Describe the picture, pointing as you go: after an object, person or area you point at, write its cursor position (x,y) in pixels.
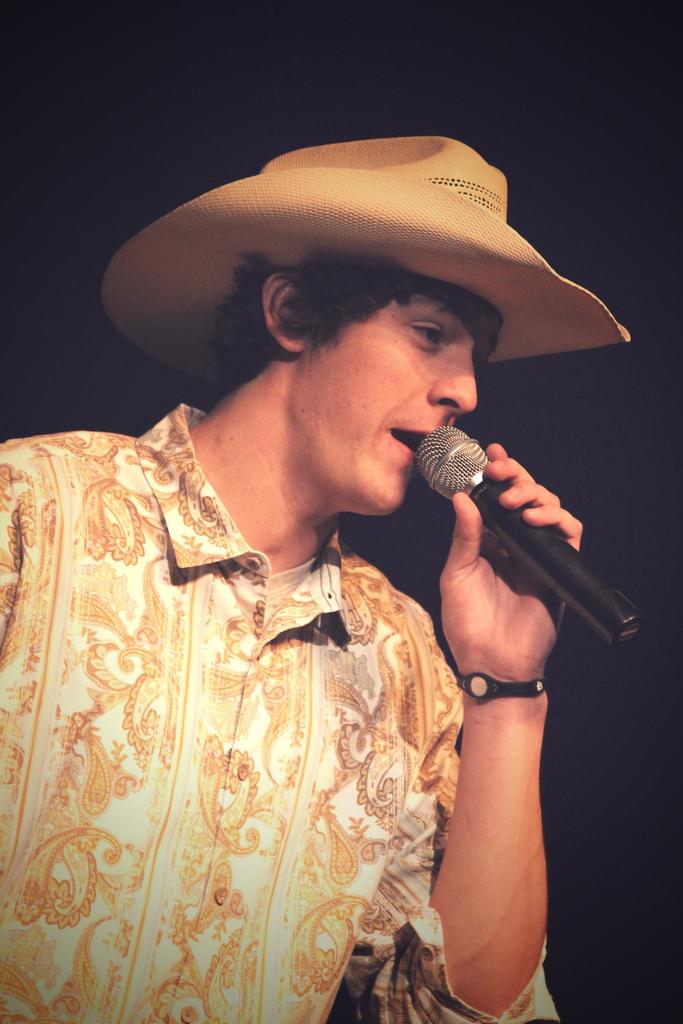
This is the picture of a man (176,610), the man (176,610) is in floral shirt (155,709) and the man (242,704) is wearing a hat (337,205) and a man (486,562) is holding a microphone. Background of this man (242,469) is in black color.
